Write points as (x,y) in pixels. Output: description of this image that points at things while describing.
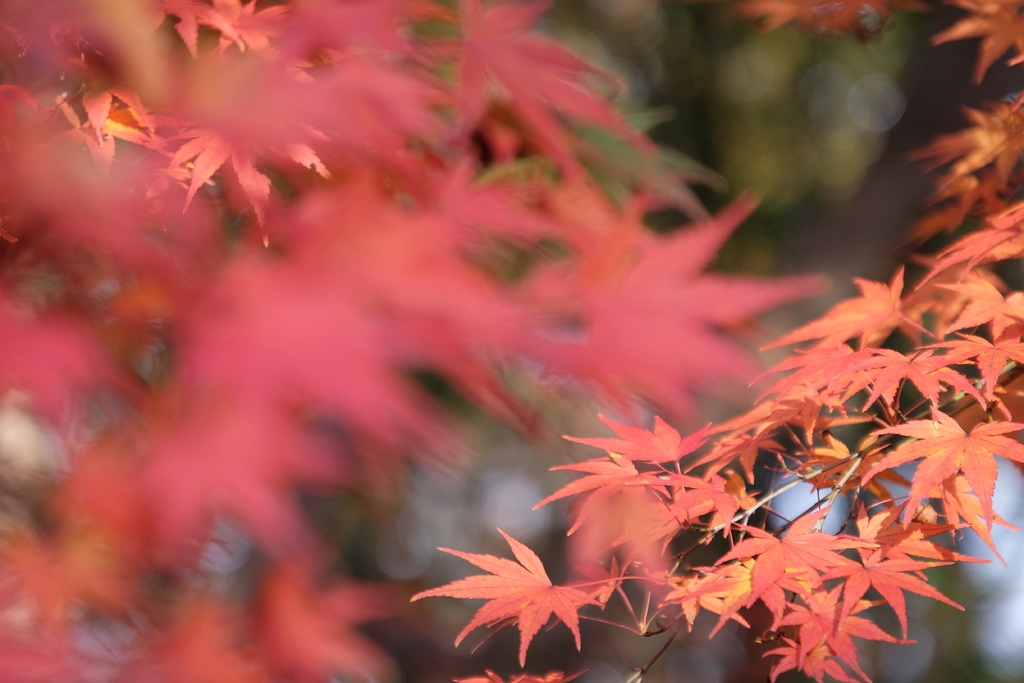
In this image in the front (774,430) there are leaves (465,375) and the background (725,140) is blurry.
